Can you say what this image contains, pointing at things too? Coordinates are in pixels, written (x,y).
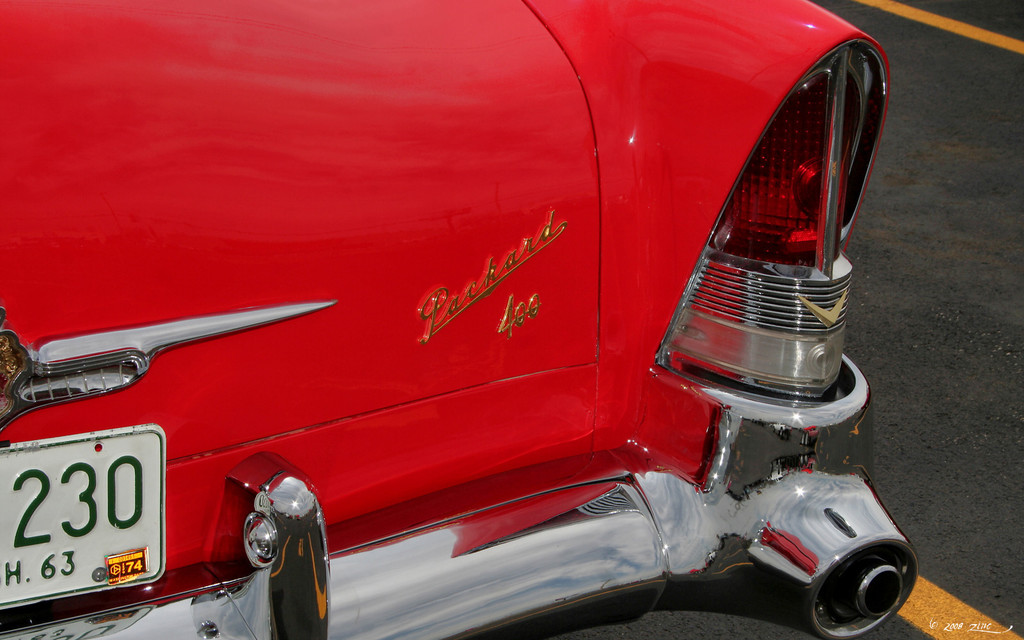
There is a red color vehicle (557,23) on the road (971,445) on which, there are yellow color marks (922,593). And the background (969,197) is black in color.
